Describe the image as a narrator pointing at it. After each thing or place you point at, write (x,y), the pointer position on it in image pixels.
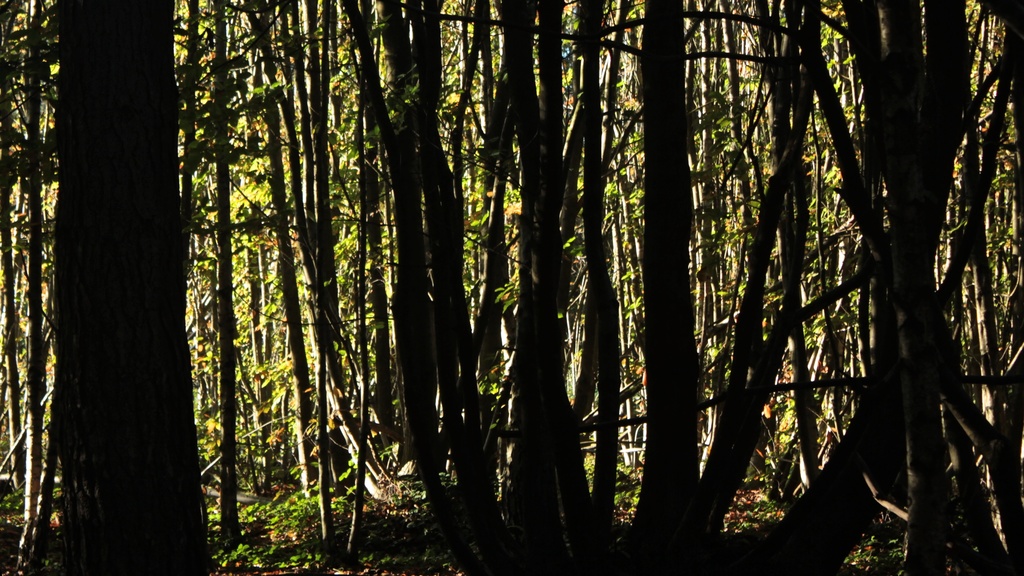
We can see trees (665,328) and plants (299,493).
